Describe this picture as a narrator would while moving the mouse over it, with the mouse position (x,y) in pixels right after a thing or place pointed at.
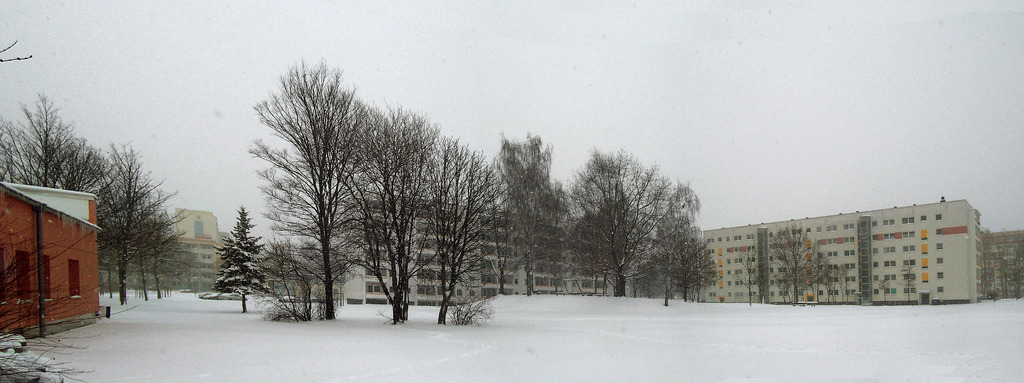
In this picture we can see there are trees (224,282), buildings (813,271), snow (771,315) and a sky (430,62).
